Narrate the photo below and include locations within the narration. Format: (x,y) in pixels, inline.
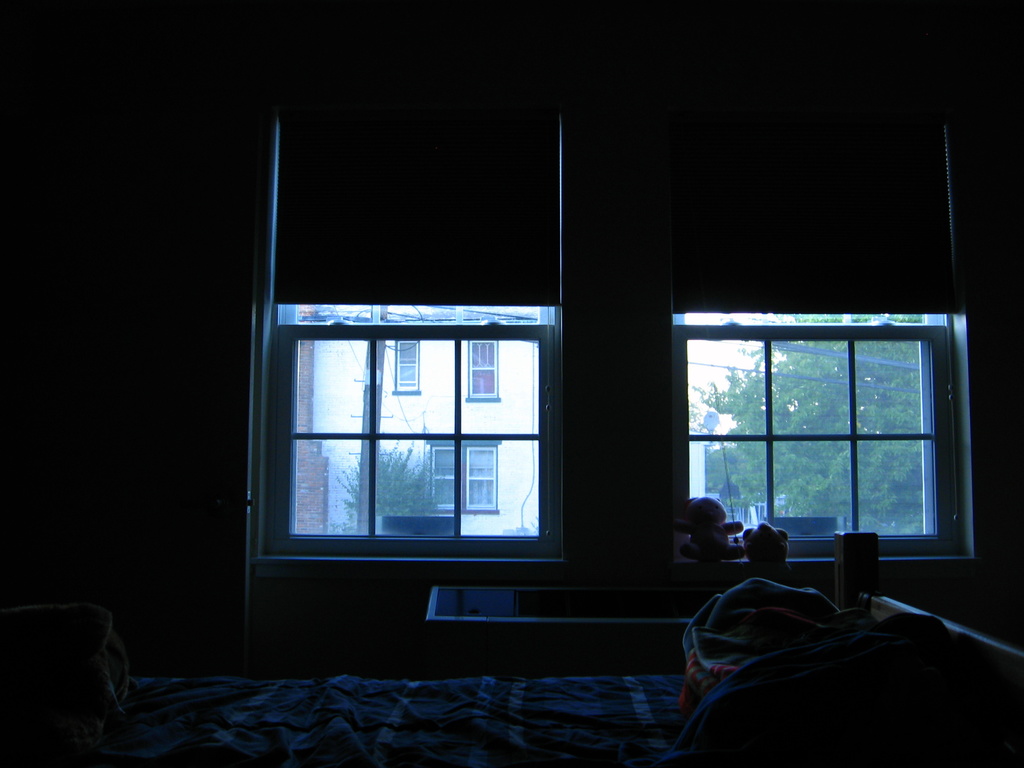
This is clicked from inside a building (16,33), there is a wall (962,224) with windows (756,377) and behind the window (485,410) there is a building (497,447) visible with trees (384,460) in front of it, in the front (343,758) there is a bed (717,743) with bed sheets (778,657) on it.
